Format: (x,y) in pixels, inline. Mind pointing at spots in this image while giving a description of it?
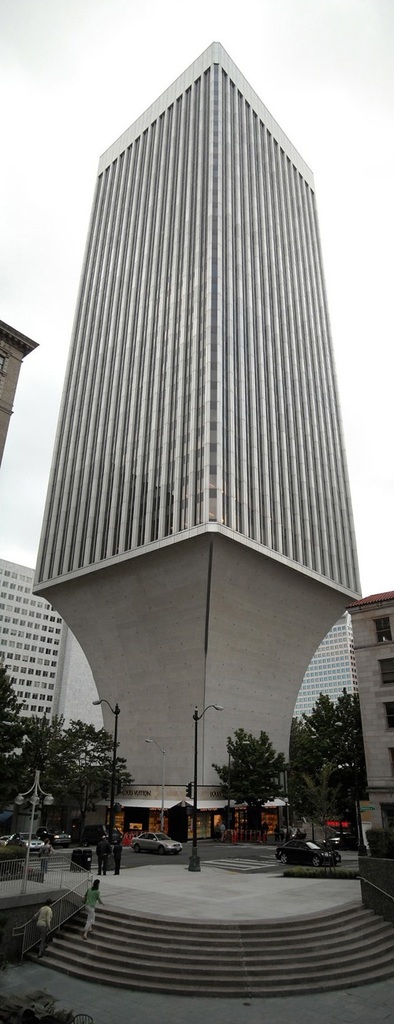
There are persons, cars (301,859) and trees (26,789) are present at the bottom of this image (4,799). We can see buildings (139,614) in the middle of this image (146,656) and the sky (100,132) is in the background (19,218).
